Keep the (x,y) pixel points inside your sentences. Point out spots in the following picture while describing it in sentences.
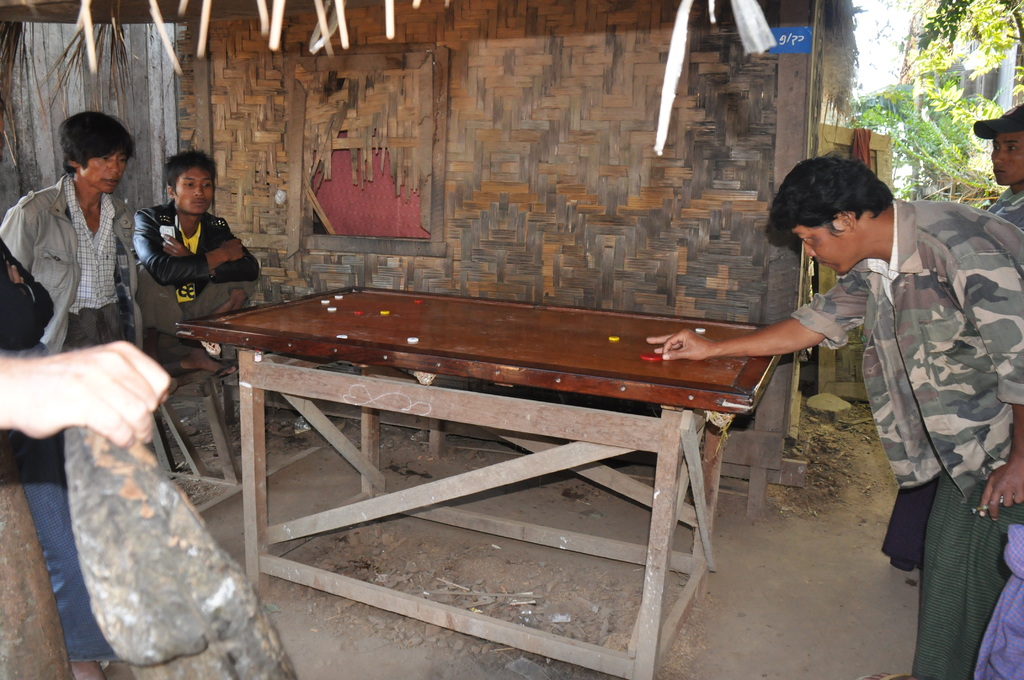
In this picture we can see some people (167,279) playing caroms (582,346) here the person (977,255) wore jacket (916,328) and hitting the coin (643,360) and here two persons (135,245) sitting and watching them and in background (295,107) we can see hut (629,138), trees (908,108).
